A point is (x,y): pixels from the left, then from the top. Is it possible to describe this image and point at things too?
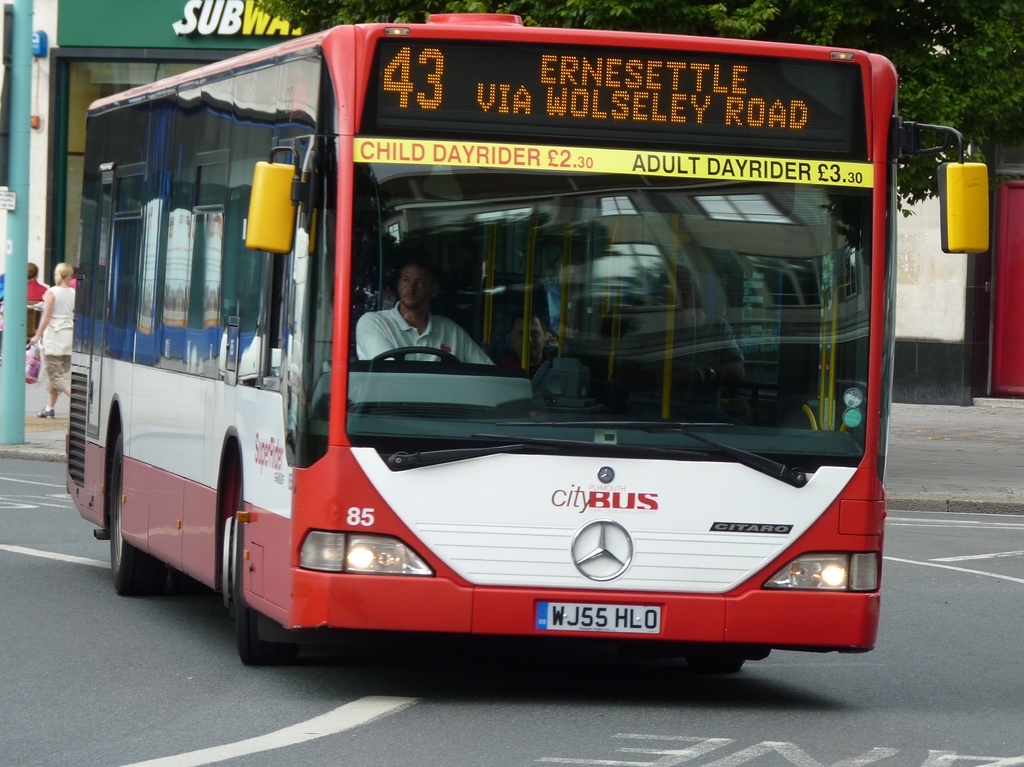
In this picture we can see a man (429,327) is driving a bus (498,381), on the left side (53,335) there is a woman (65,340) walking, we can also see a pole (10,295) on the left side (19,306), in the background (64,130) we can see a store (212,11) and a tree (957,15).
